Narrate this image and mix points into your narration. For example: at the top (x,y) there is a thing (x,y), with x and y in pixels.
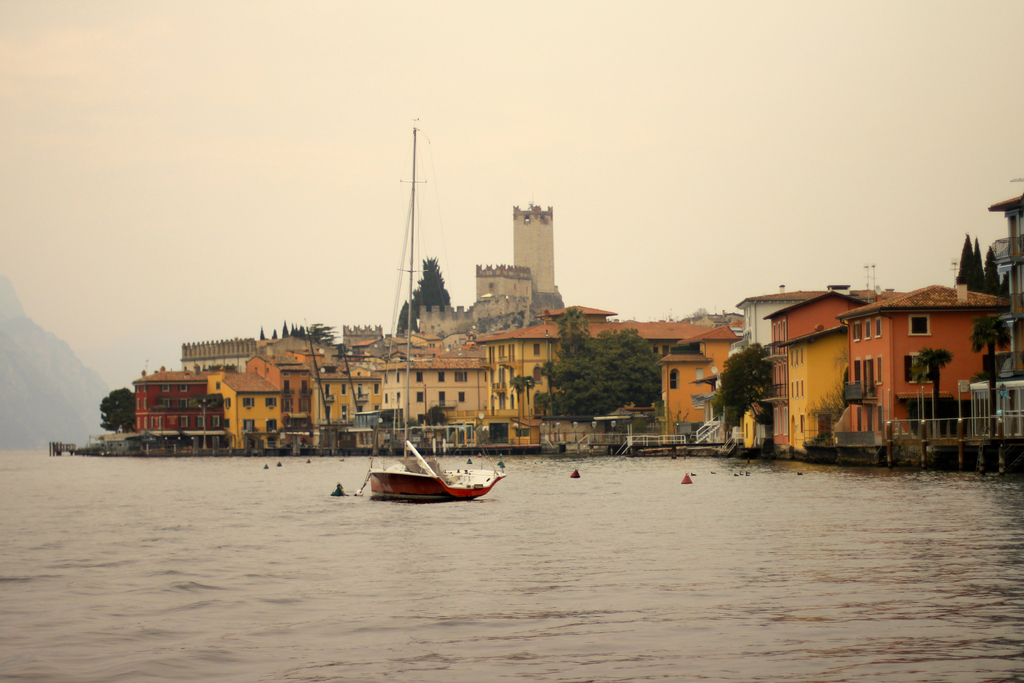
There is a boat (425,482) with pole (408,389) and ropes (392,343) is on the water (498,567). In the background (343,369) there are trees (765,371) and buildings (481,358) with windows (419,375). Also there is sky (439,146).
